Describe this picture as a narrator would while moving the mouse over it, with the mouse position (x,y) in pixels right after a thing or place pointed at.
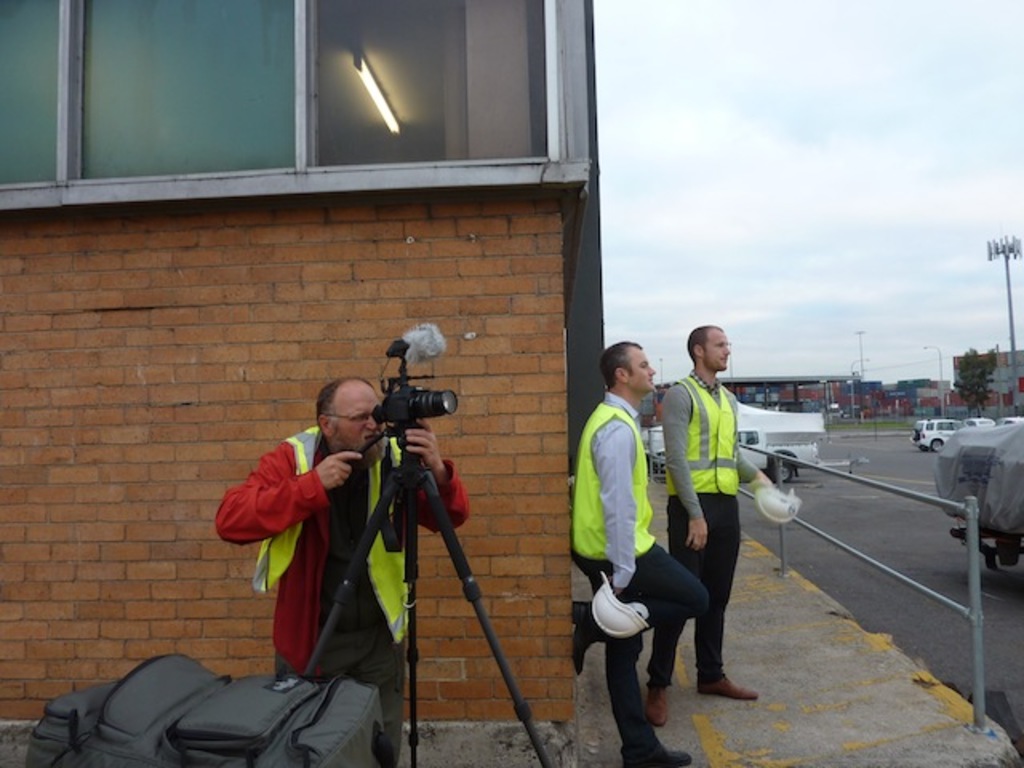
In this image we can see this person (320,616) wearing coat (313,594) is standing near the camera (440,398) which is fixed to the tripod stand (348,577). Here we can see the bag (354,696) and these two persons (731,504) are standing here and holding helmets (769,511) in their hands (757,484). Here we can see the brick wall (54,318), glass windows (384,141) through which we can see the tube-light (376,105), we can see vehicles (968,470) on the road (831,532), we can see tent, light poles (1014,409), trees (971,374) and the sky (745,282) in the background (907,233).
